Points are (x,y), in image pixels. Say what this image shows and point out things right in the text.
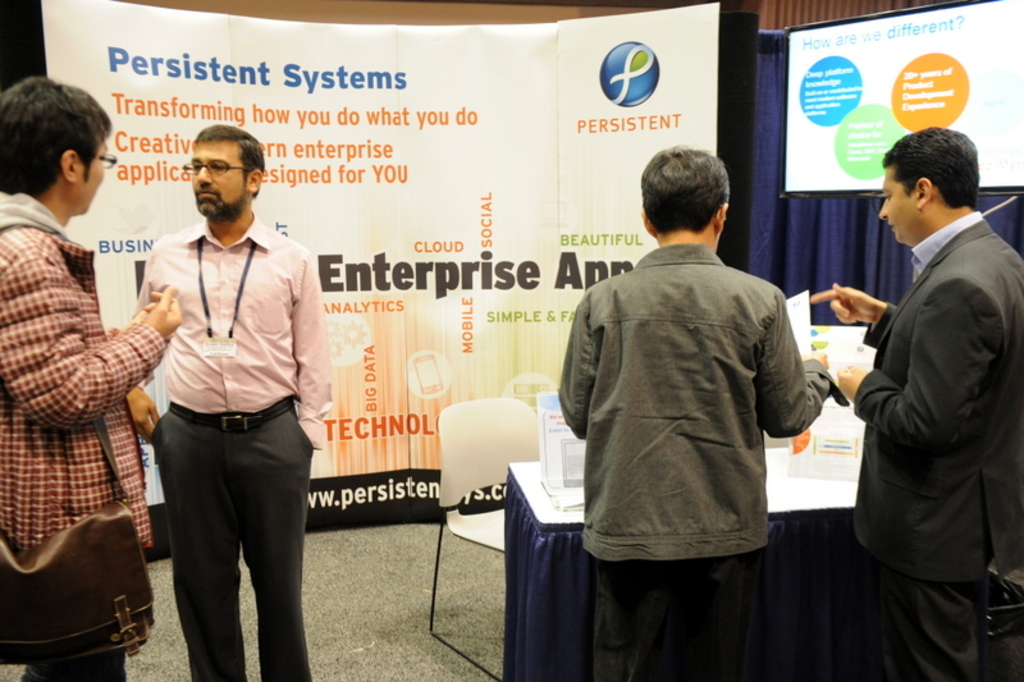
In this image I see 4 men (957,186) and all of them are standing, In the background (1005,68) i can see a table (531,636) and a chair (517,425) and a banner (135,70) and a T. V. screen (786,178).
